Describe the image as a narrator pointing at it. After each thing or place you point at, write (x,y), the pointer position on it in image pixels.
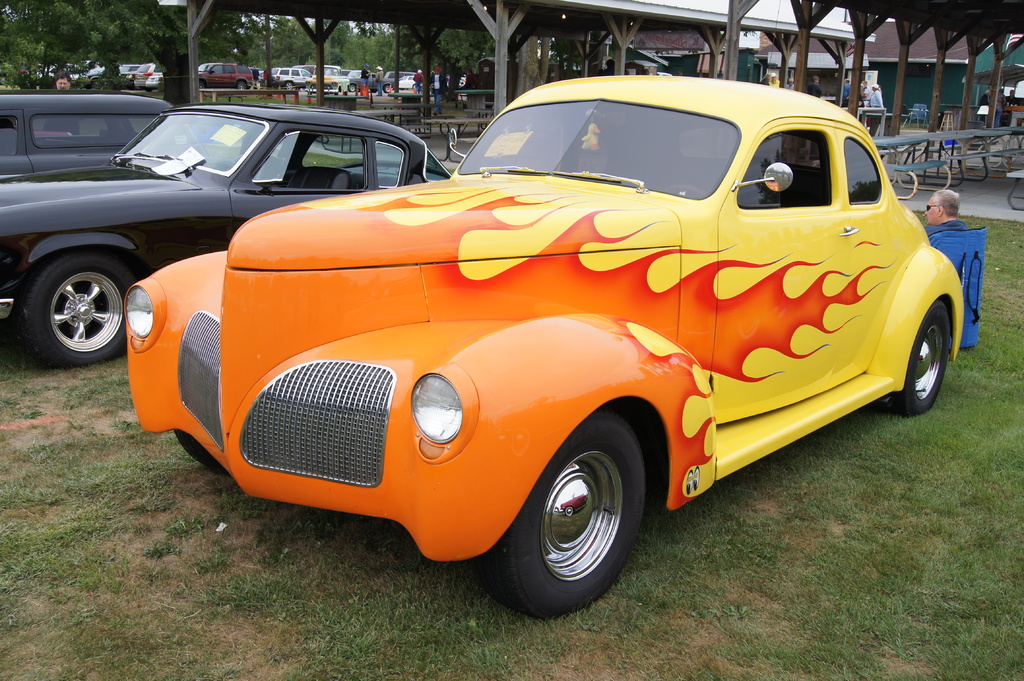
In the foreground of the picture (562,153) I can see three cars (659,376). I can see a man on the right side (929,212). In the background (142,20), I can see the trees (479,35) and cars (144,84). I can see the tables (896,148) and the benches arrangements (964,155) on the right side (938,173).
